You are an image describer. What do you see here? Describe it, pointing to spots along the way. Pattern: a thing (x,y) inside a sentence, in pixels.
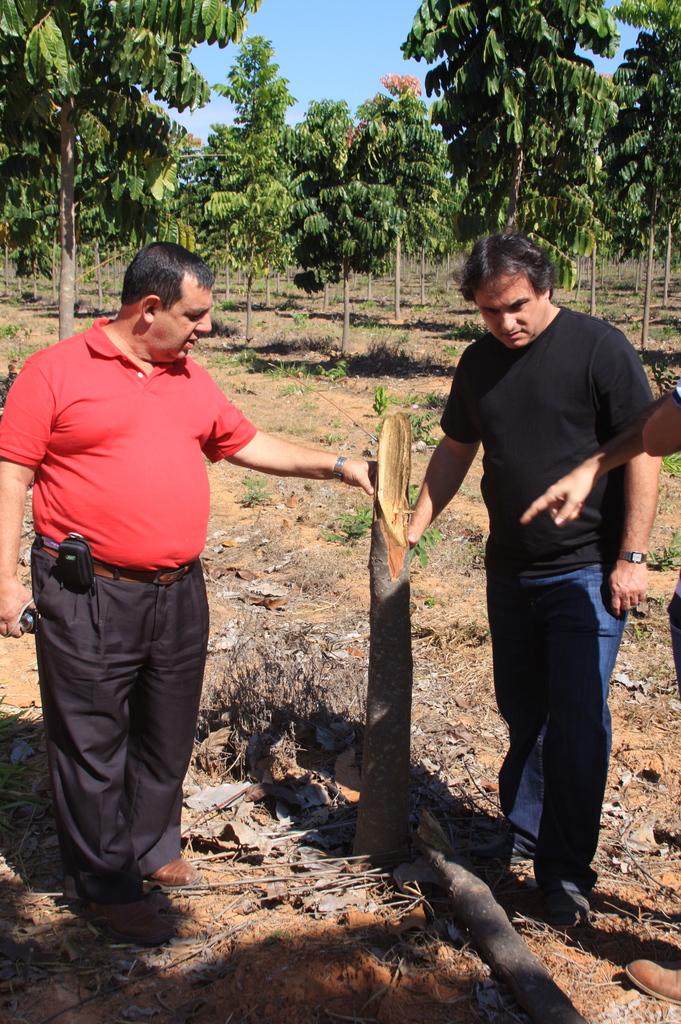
In this image I can see few people (619,373) are standing. I can see he is wearing black colour t shirt (473,408) and he is wearing red. I can see both of them are holding wood (372,850). In the background (331,133) I can see number of trees (400,187), the sky (366,78), shadows (344,962) and grass (267,636).
